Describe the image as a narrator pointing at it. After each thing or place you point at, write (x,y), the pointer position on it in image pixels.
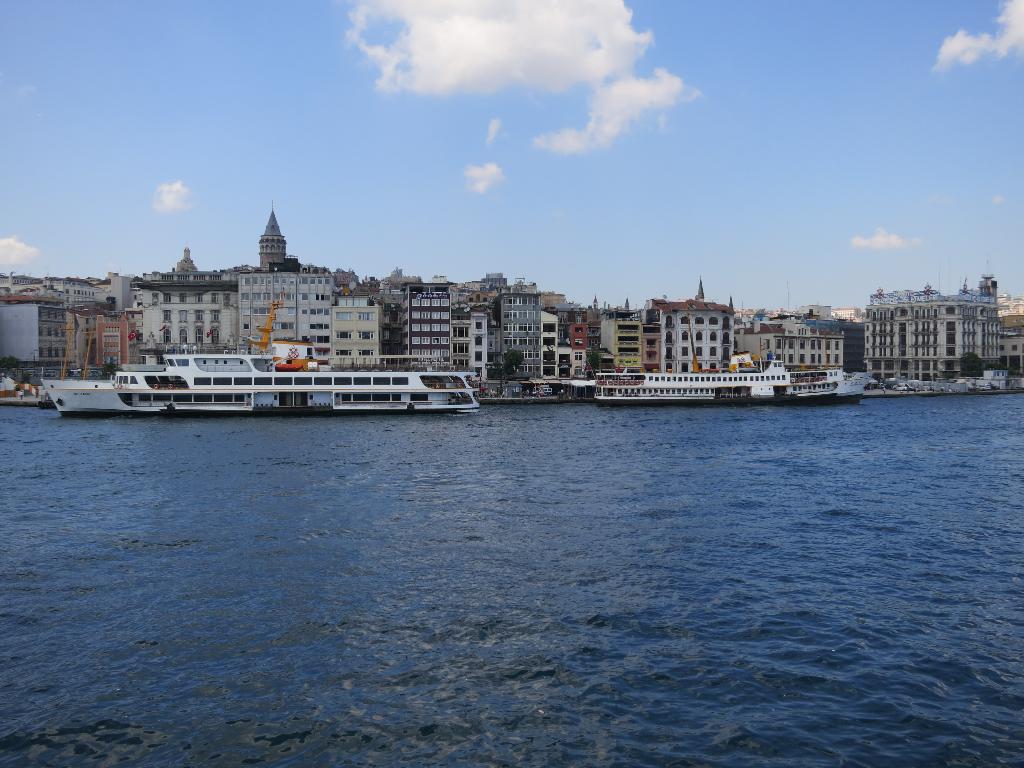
In this image at the bottom (540,718) there is water (647,522), in that water (457,525) there are some boats (736,403). In the background (567,330) there are some houses (348,323), trees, poles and some towers (259,252). On the top of the image (263,193) there is sky (657,215).
